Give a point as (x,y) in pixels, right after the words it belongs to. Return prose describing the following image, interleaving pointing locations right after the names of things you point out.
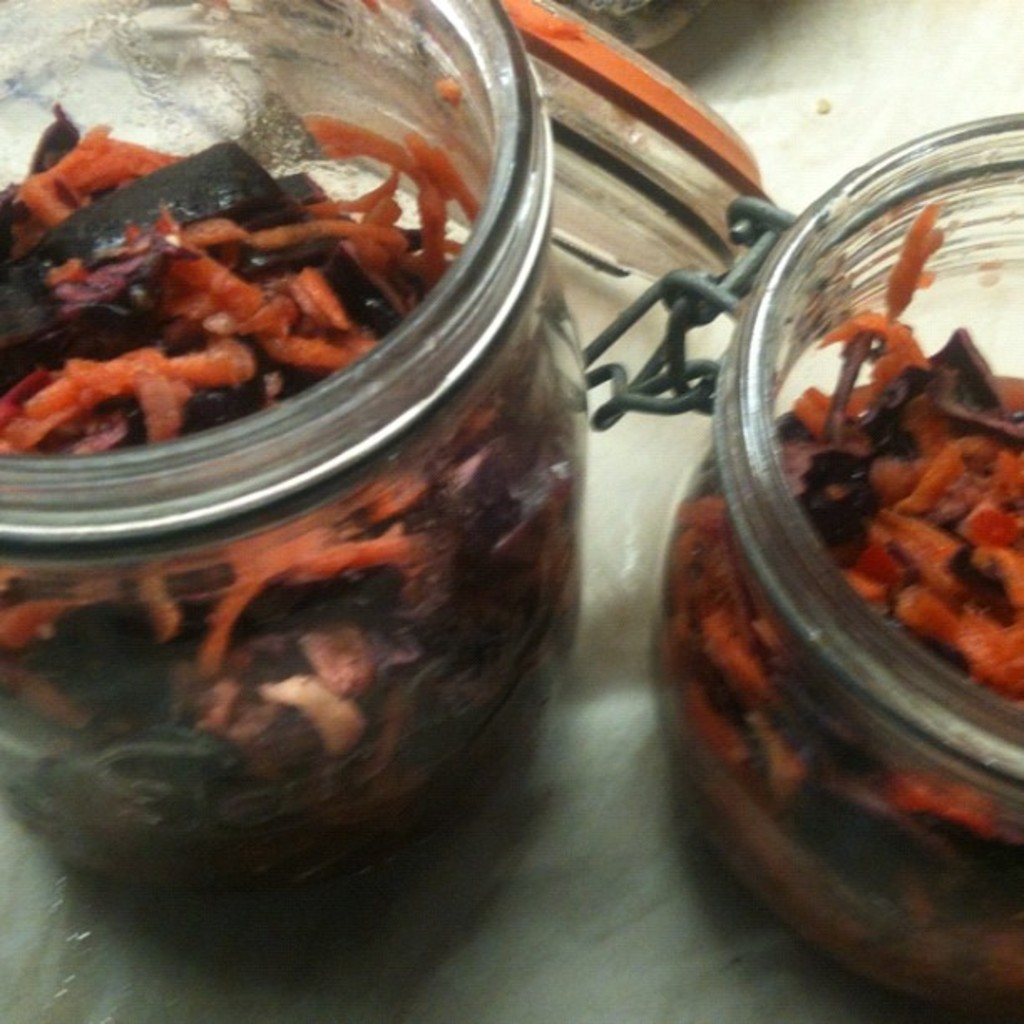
In this image in the center (504,403) there is food (919,529) in the jars (689,485).
